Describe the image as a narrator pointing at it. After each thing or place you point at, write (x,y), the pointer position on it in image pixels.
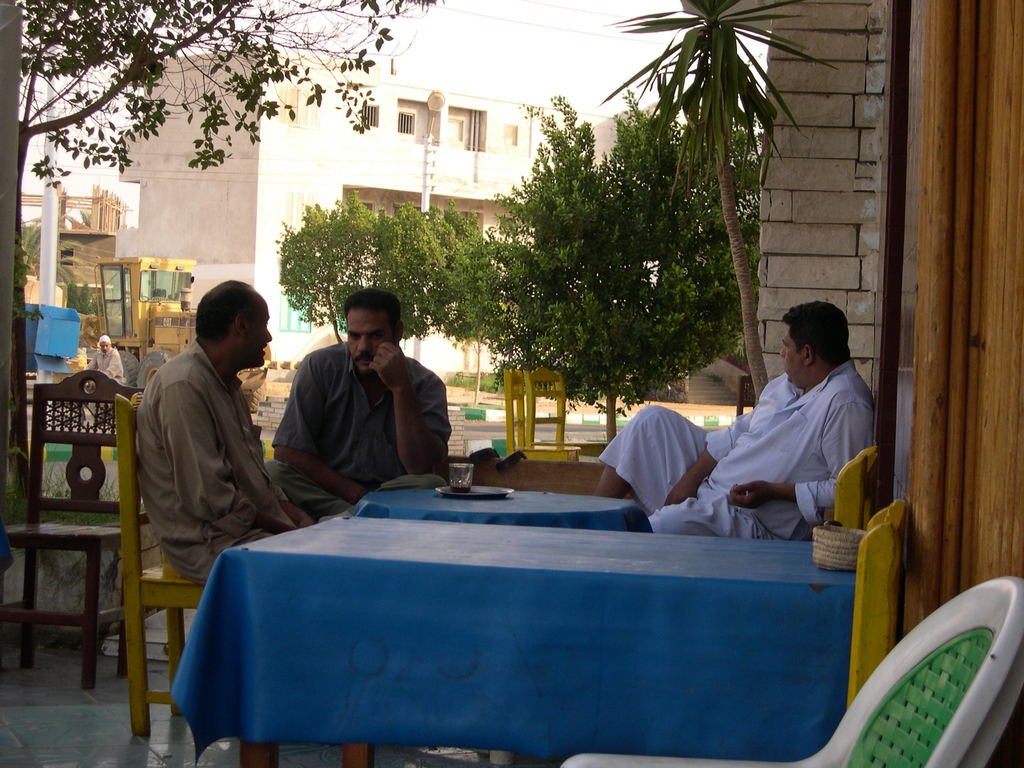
In this there are three men (733,463) sitting on a chair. In front of them there is a table (530,514) with blue color cloth (550,517) on it. On the table (475,506) there is a plate (494,491) with the glass (457,463). And in the background (600,333) there are some trees (671,307). And to the left side (176,297) there is a loader (164,318) and a white color pole (45,220).
